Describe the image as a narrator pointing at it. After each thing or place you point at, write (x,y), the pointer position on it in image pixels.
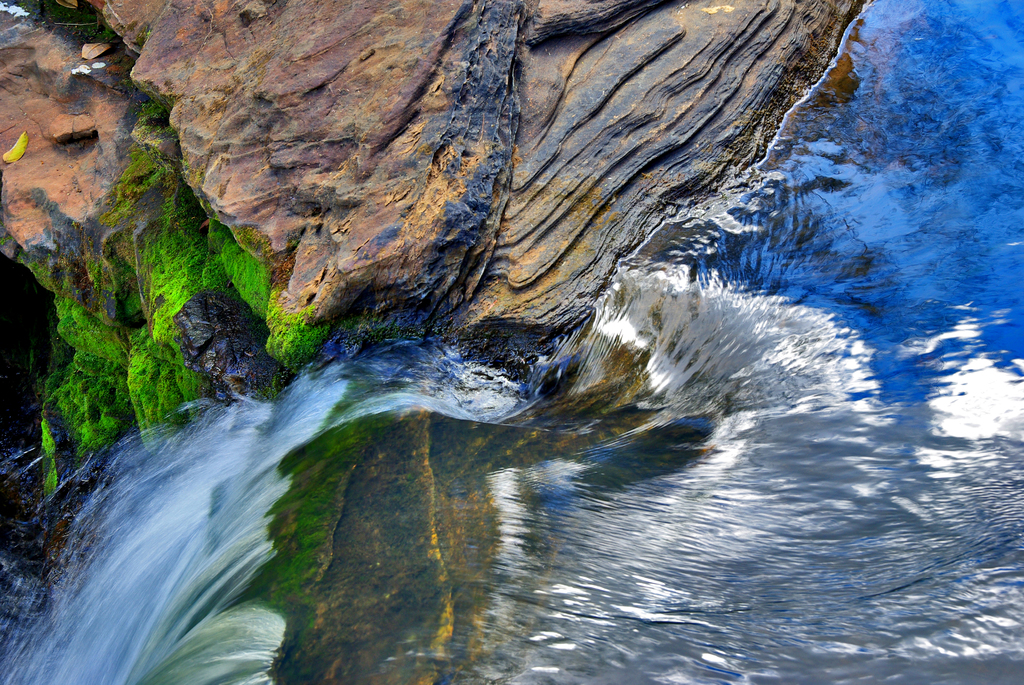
In this image I can see water (276,500) flowing, background (159,289) I can see grass (143,270) in green color and rock (343,54).
